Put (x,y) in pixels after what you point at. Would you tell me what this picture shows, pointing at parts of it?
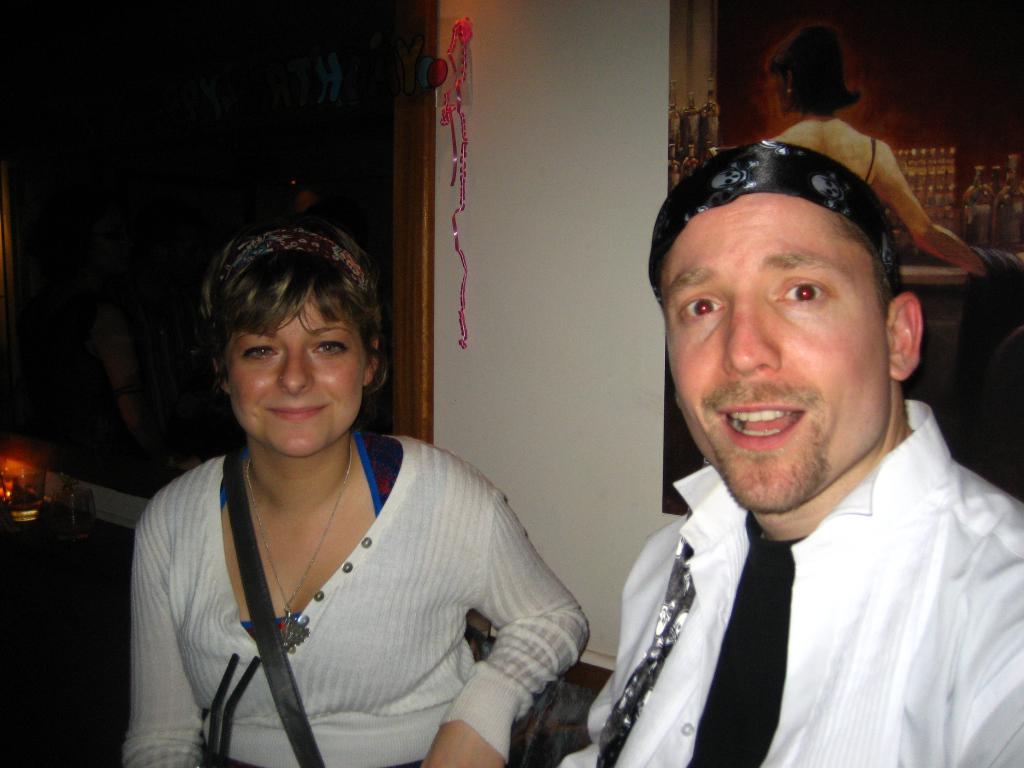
Left side of the picture (113,208) is completely dark and we can see glasses (74,491). In the background (933,106) we can see a frame (787,97) on the wall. In this picture we can see a woman (195,562) and a man (879,437). We can see a chain (250,492) with a locket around her neck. They both are smiling.
